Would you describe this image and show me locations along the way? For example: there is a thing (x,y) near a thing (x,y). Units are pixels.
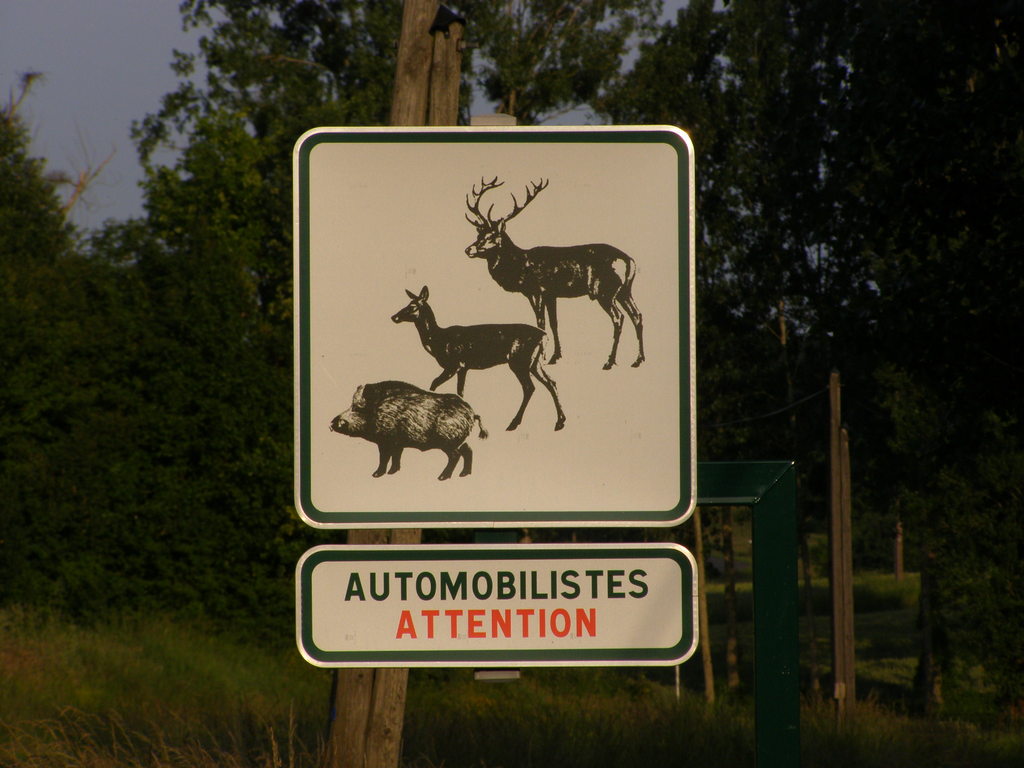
In this picture I see a wooden pole (369,676) on which there are 2 boards (471,312) and on one of the board (412,319) I see 3 animals (501,339) and on another board (391,563) I see something is written. In the background (2,550) I see the plants (30,583), trees (348,82), few more poles (735,491) and the sky (130,83).
